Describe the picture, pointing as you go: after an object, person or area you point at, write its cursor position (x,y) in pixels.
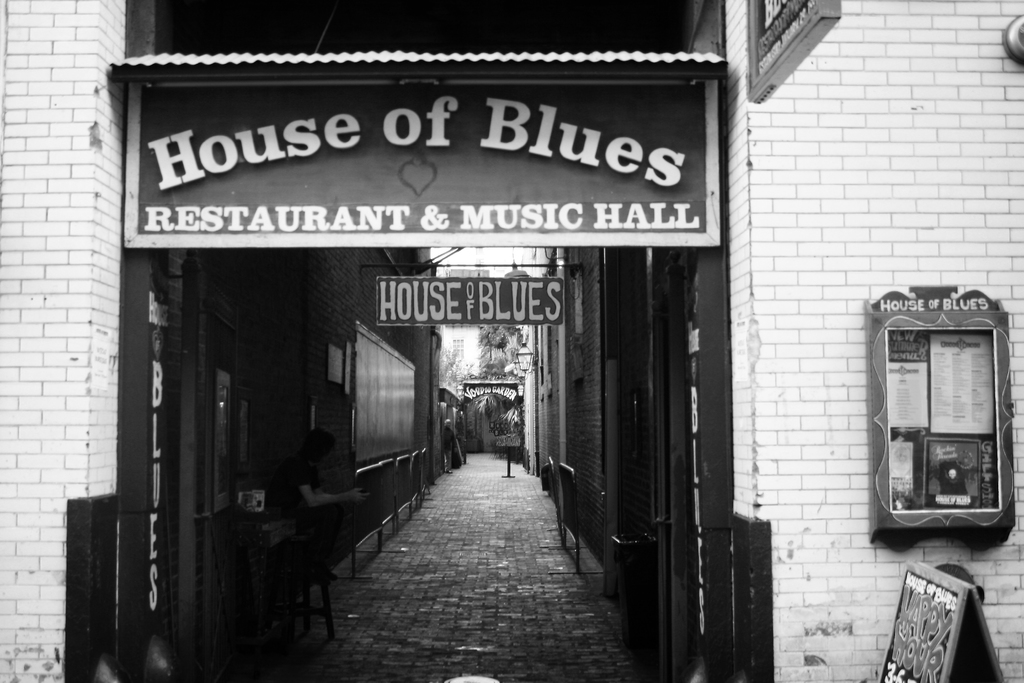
In the foreground of this black and white image, there is a building (733,344). In the middle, there is a path (479,607) and we can also see few railings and the wall (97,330) and also a man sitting on the stool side to the path (337,634).
